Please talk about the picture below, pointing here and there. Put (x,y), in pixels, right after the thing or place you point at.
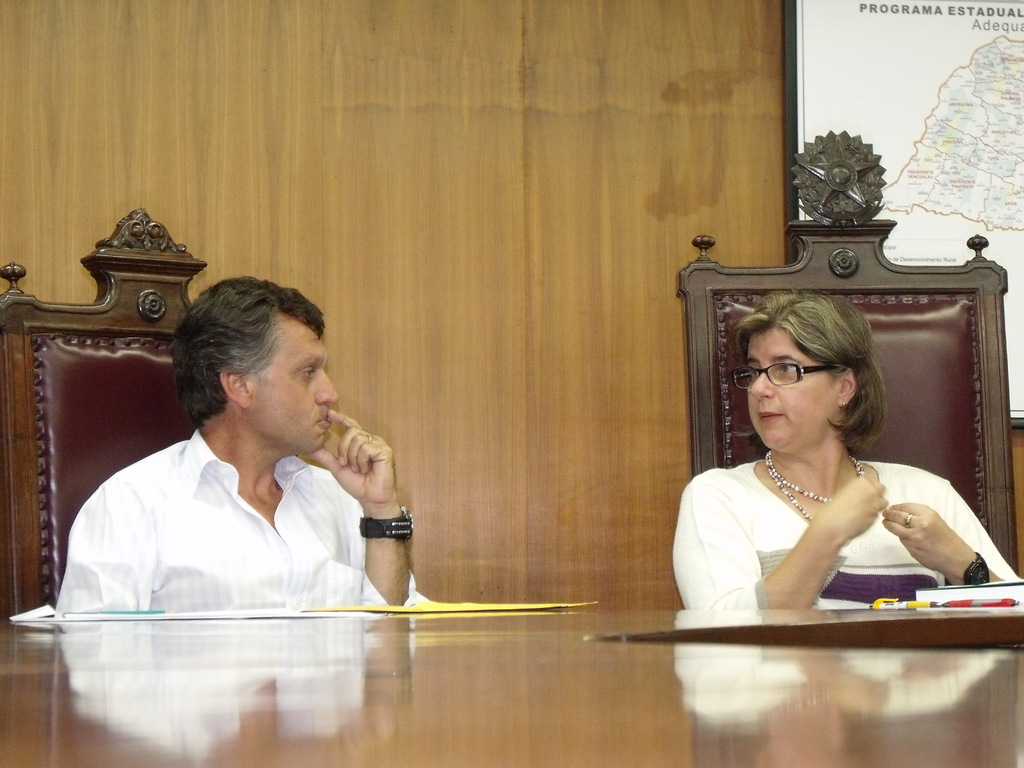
In this image we can see a man (240,393) and a woman (690,507) sitting on the chairs (898,396) in front of the table (477,690) and on the table (288,621) we can see the papers (999,597) and also the pen (941,606). In the background (852,100) we can see the wall (604,160) and also a map board (908,108).
